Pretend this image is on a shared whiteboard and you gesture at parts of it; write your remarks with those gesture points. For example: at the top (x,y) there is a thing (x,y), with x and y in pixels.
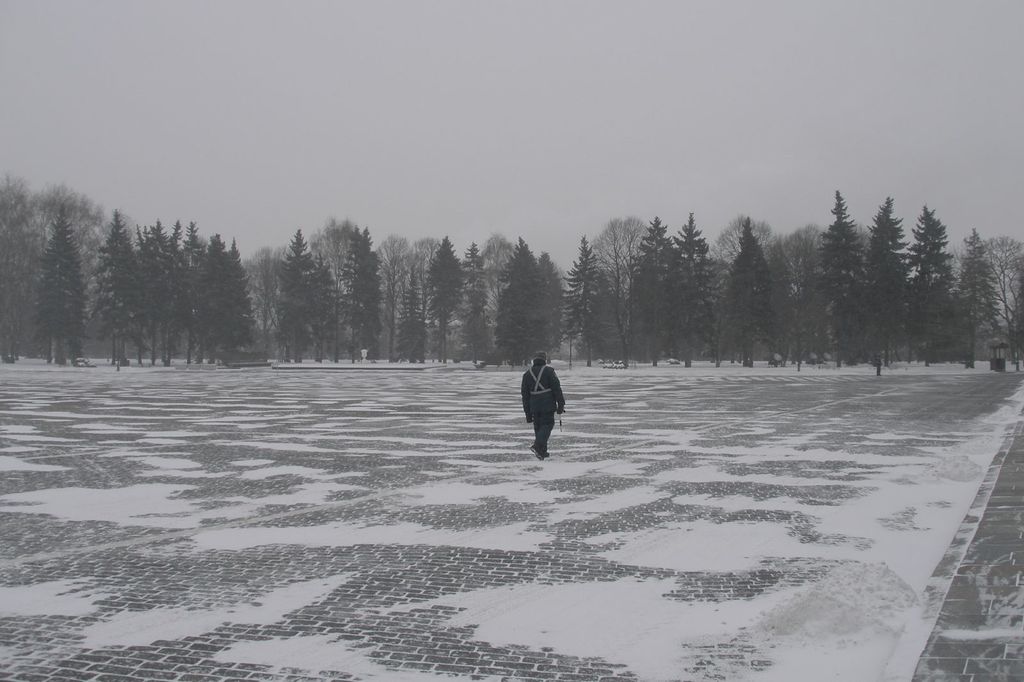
In this picture, we can see a person (544,371) holding an object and we can see the ground (933,453) covered with snow (303,414), we can see the path (974,548) on the right side of the picture (1013,626) and we can see the sky (608,144).
